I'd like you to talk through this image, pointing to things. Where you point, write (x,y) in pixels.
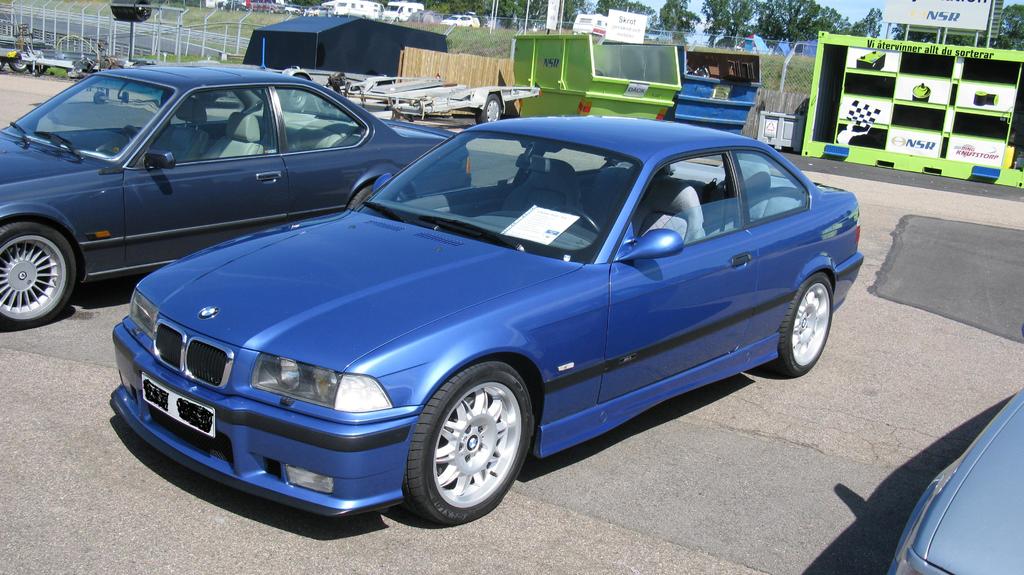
In this image I can see some cars (448,181) and other vehicles (421,90) parked on the road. I can see metal cabins (612,69), hoardings (632,32) with some text (906,148) and depictions (990,99). At the top of the image (776,19) I can see the trees (776,19) and the sky (845,11).
